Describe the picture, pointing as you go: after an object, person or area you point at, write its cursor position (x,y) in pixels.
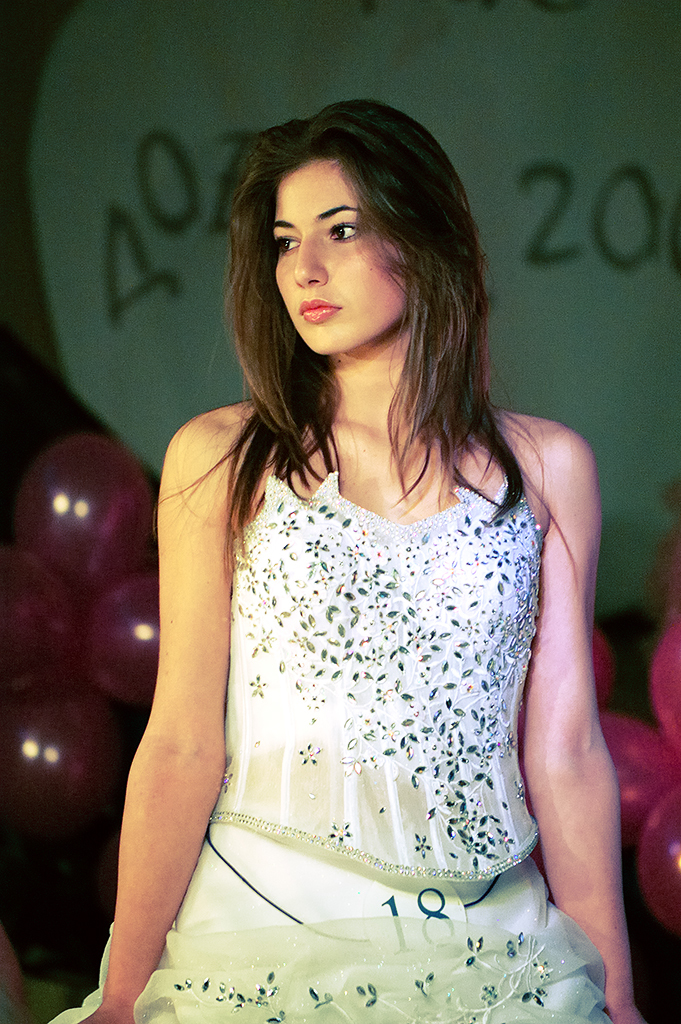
In this image in front (231,470) there is a person (318,625). Behind her there are balloons (642,770). In the background of the image (639,239) there are some numbers (534,189) on the wall (287,35).
